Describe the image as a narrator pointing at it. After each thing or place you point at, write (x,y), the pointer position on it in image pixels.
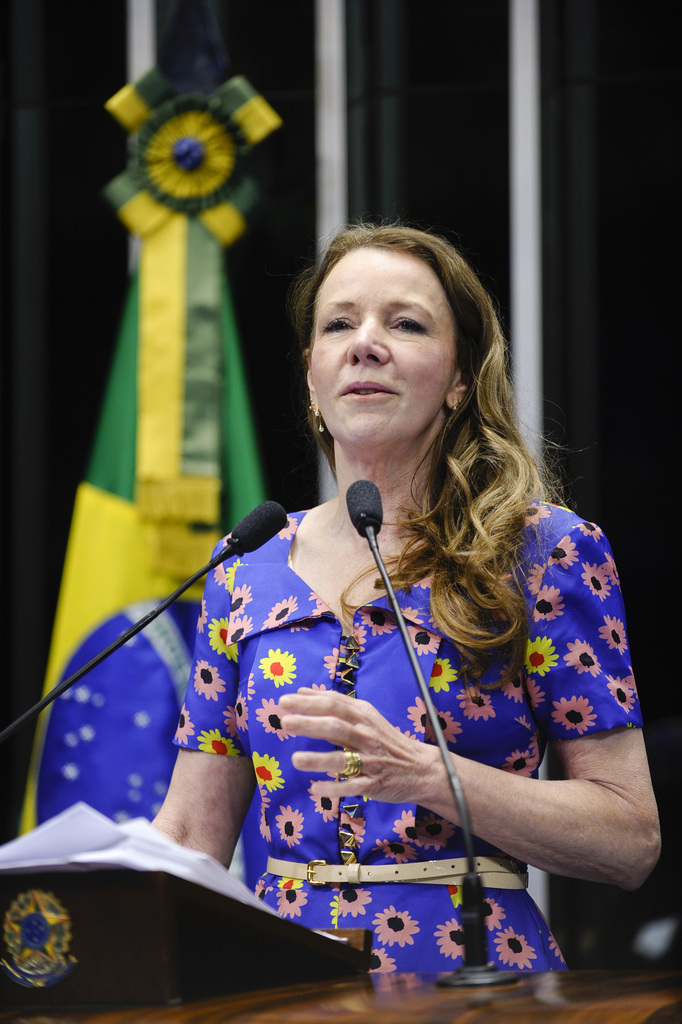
In the picture there is a woman (348,661) standing in the foreground (501,678) and she speaking something, in front of the woman (281,635) there are two mics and some papers (125,867), behind her there is a flag (128,317).
